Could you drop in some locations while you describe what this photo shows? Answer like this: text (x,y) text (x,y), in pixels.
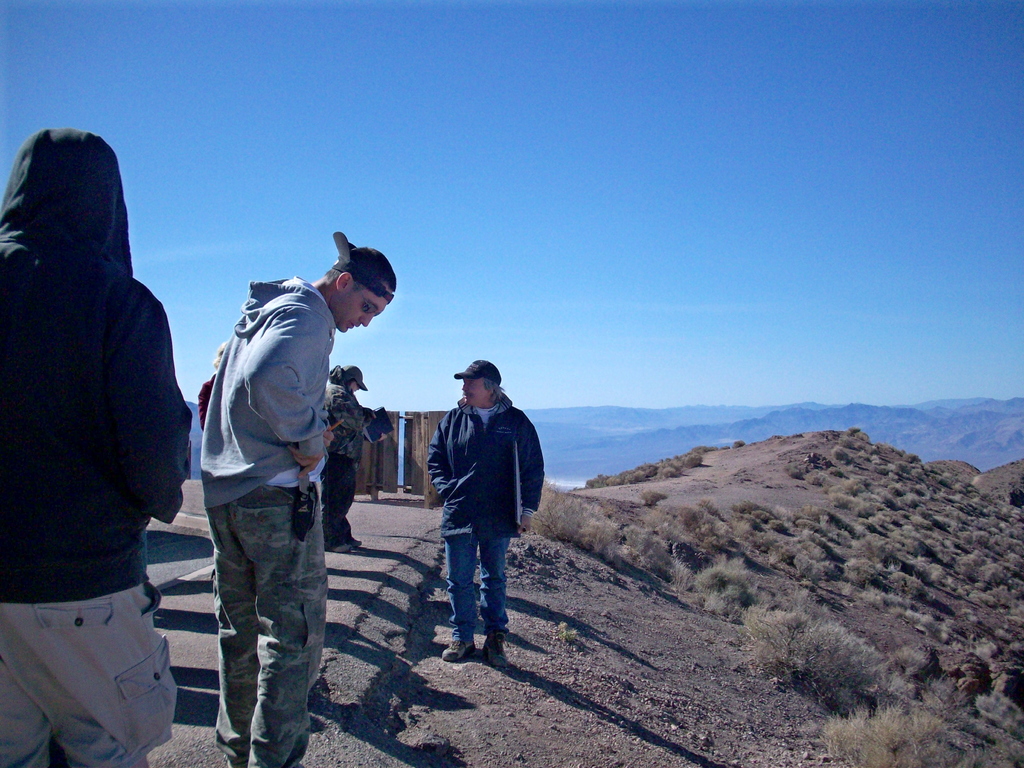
In this image I can see the group of people (224,589) with different color dresses (258,598). To the right (785,647) I can see the grass (747,621). In the background (554,432) I can see the mountains (672,427) and the sky (461,244).
